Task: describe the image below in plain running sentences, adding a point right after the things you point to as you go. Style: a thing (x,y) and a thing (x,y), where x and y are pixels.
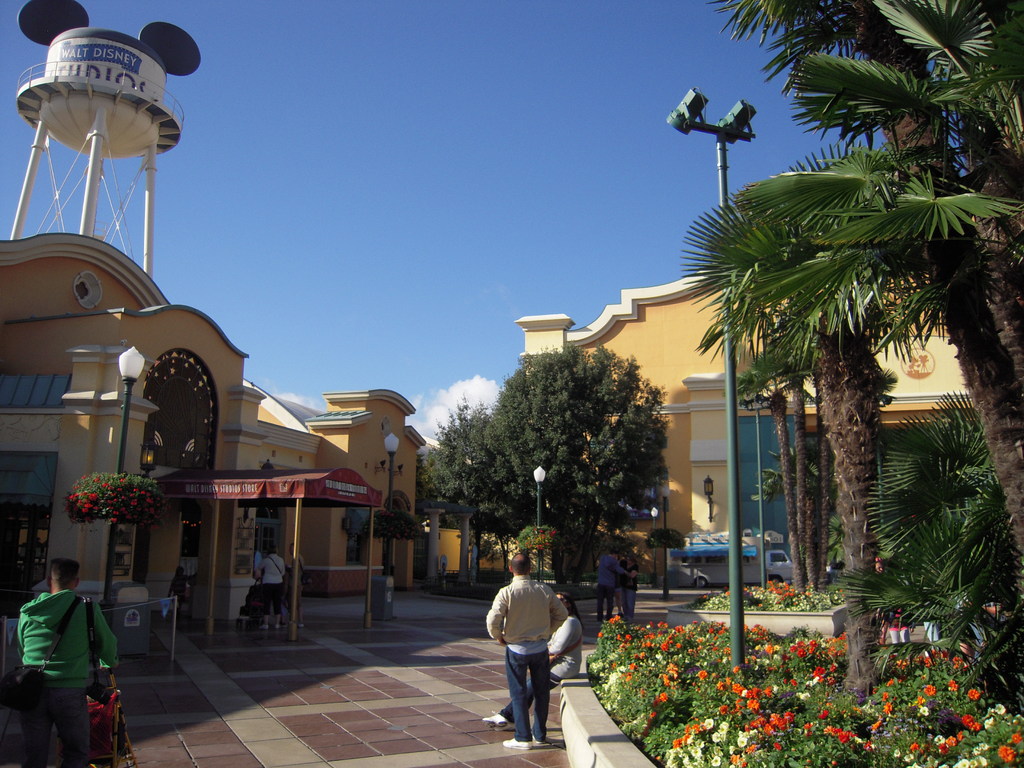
As we can see in the image there are buildings (380,507), trees (585,471), street lamps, few people (64,562) here and there, plants (634,649) and on the top (407,159) there is sky (356,167).
